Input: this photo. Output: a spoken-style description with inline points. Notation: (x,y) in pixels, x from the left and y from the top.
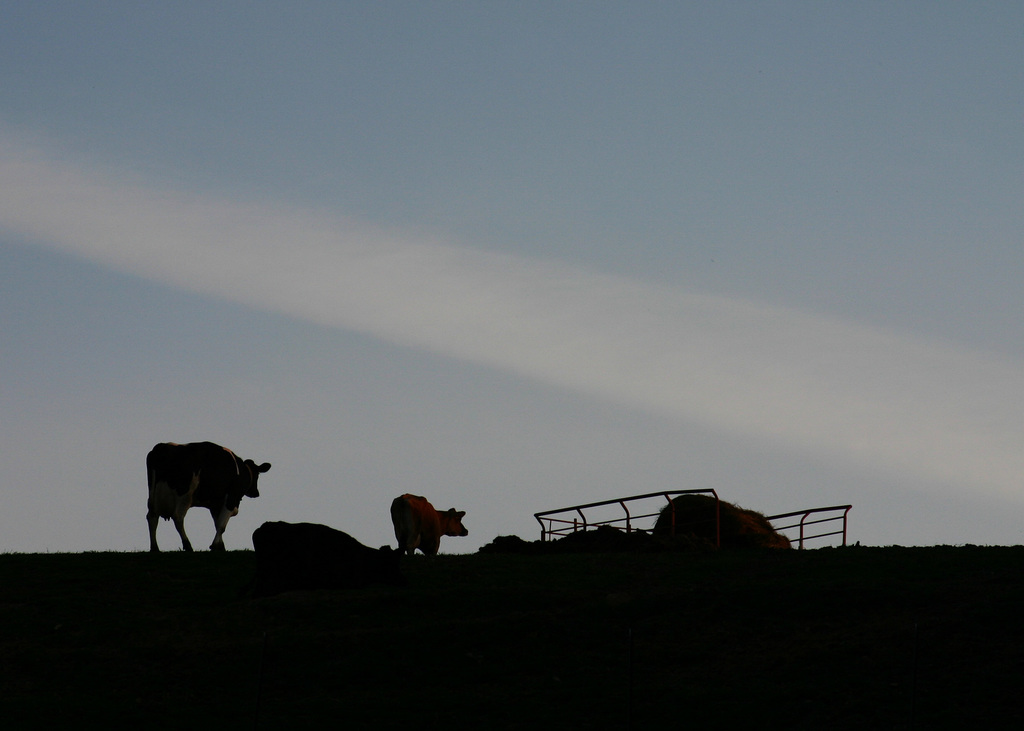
The image is dark at the bottom (275,635) but we can see two cows (204,503) standing on the ground (144,613), grass (161,622) and an object (612,520) and we can see clouds (501,293) in the sky (450,285).
